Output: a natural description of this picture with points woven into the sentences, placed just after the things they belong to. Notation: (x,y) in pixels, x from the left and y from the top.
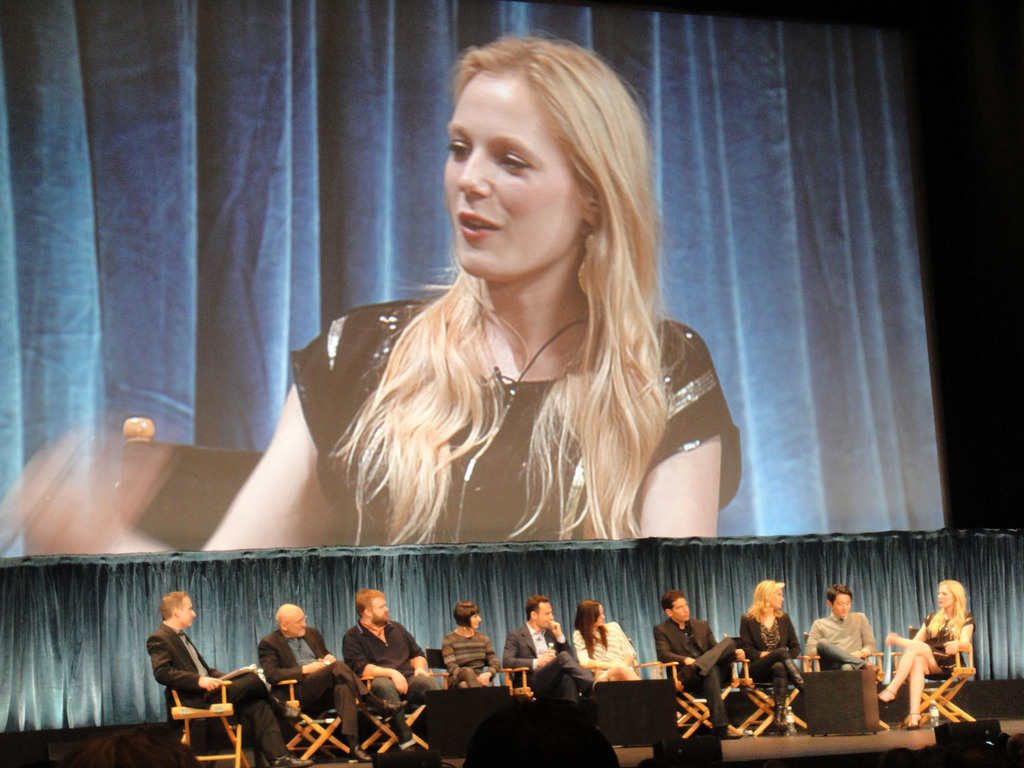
Bottom of the image (178,598) few people (342,678) are sitting on chairs (971,651) behind them there is a curtain (982,611). Top of the image (802,155) there is a screen (583,200) on the screen (567,282) a woman (493,105) is sitting and smiling.
